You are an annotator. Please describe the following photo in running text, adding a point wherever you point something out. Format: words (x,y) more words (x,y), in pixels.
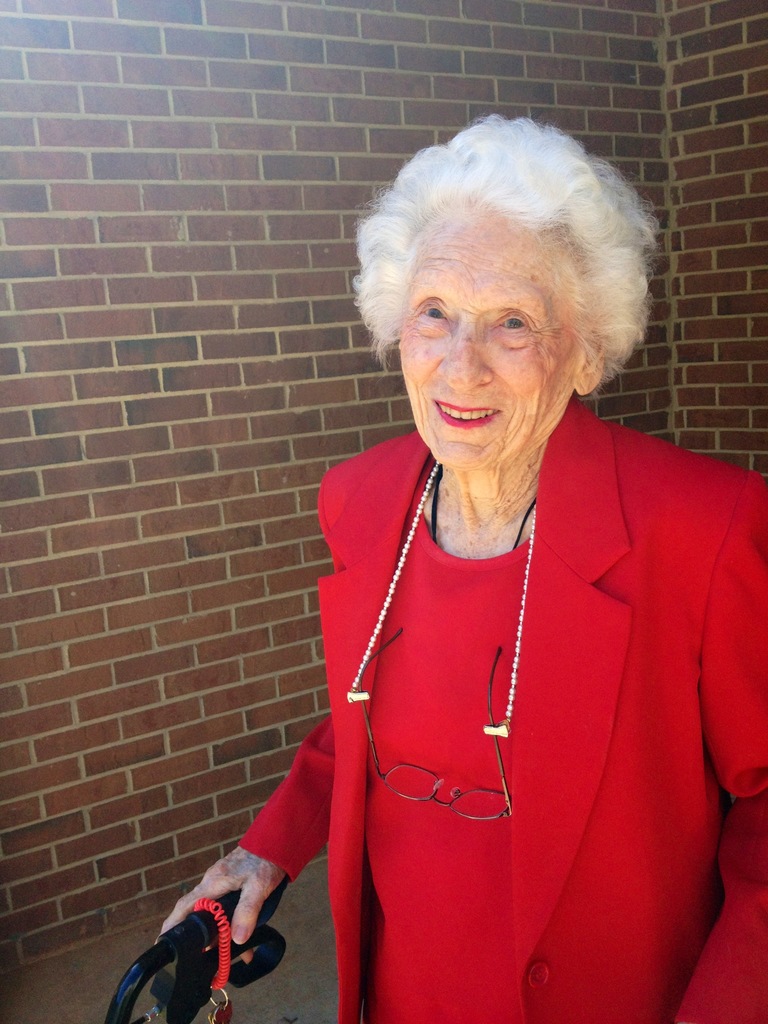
In this image there is one women (522,798) standing on the right side of this image (562,715) is wearing red color dress (483,845) and holding an object (207,959). There is a wall (193,338) in the background (174,289).
